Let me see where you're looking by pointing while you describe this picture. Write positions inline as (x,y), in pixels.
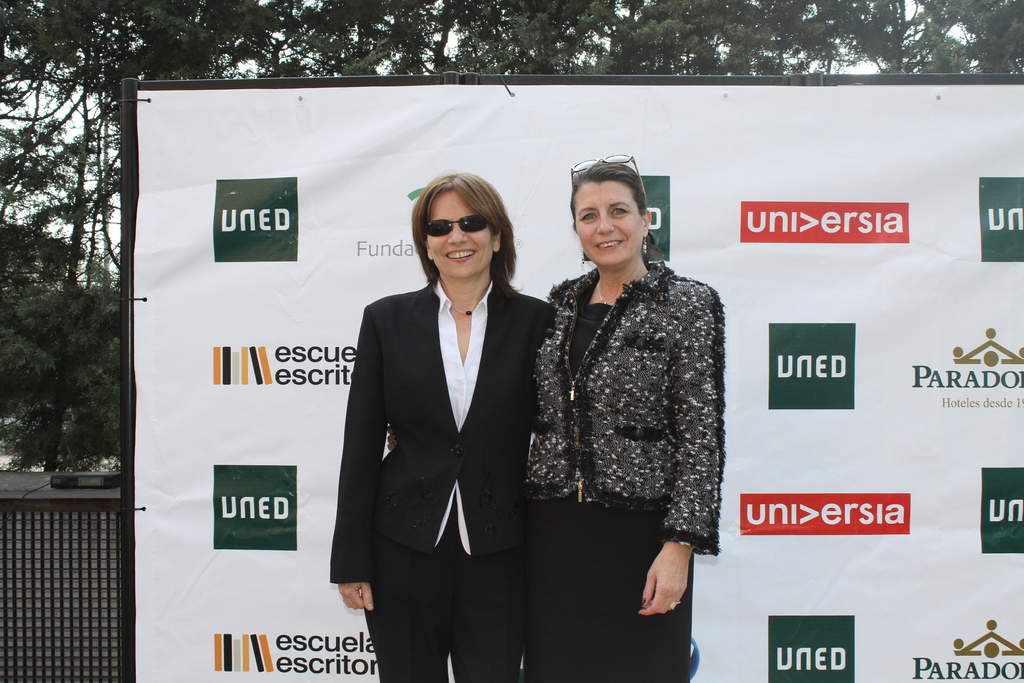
In the center of the image (557,430) we can see two people (618,544) standing and smiling. In the background (902,271) there is a board (213,281) and we can see trees (61,95). There is sky (74,124).
